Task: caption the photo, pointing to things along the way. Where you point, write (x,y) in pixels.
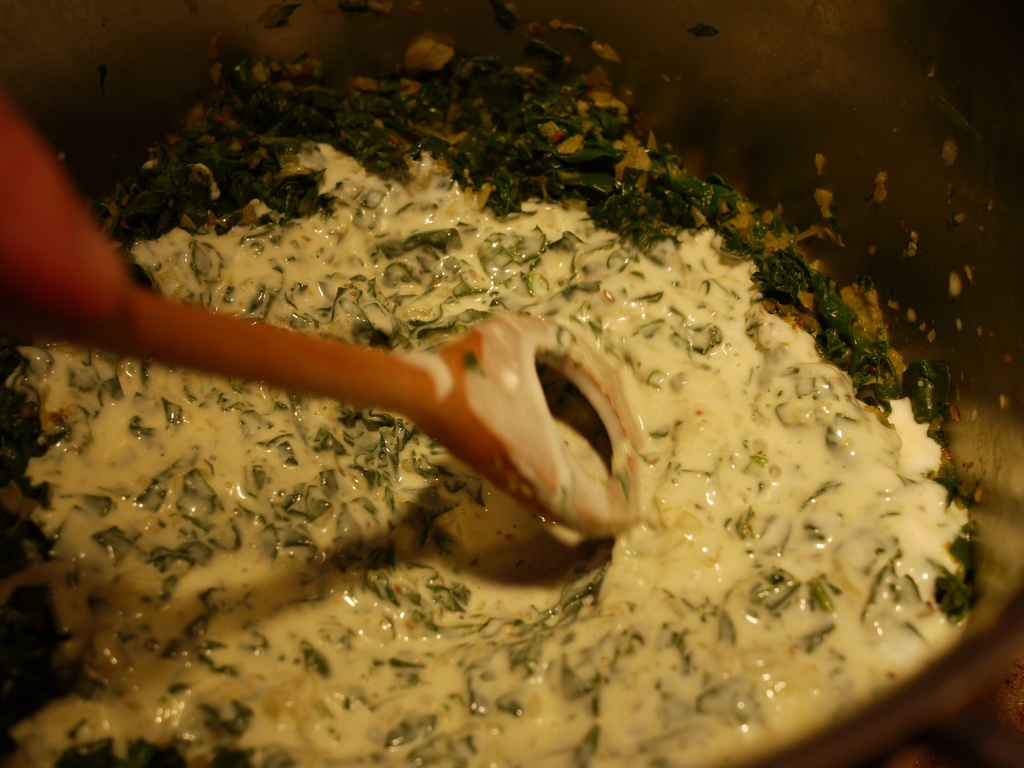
In this picture there is a food (512,567) in the vessel (967,320) with green leaves (521,195). In the front (379,376) there is a wooden spoon (466,390).
